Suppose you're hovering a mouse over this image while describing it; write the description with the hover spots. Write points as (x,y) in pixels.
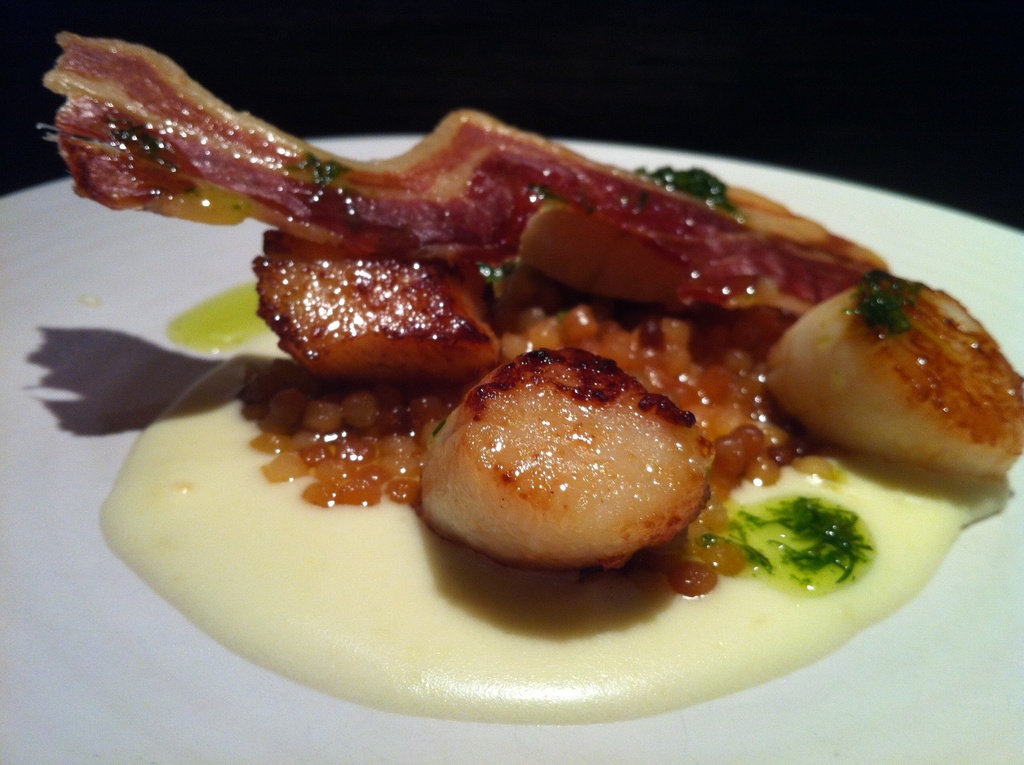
In this image we can see some food (534,402) on the plate (151,699). There is a white plate (164,691) in the image.
